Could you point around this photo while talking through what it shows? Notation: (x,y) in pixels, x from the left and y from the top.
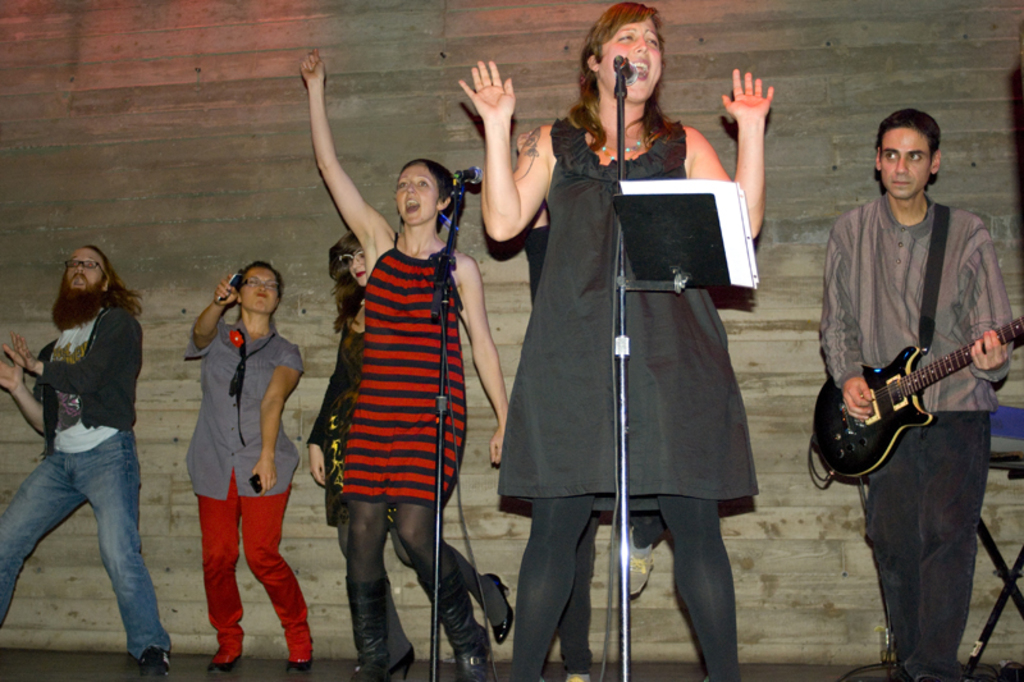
In this image there are few people (585,214) standing and dancing on the floor (108,660). In the right side of the image (915,169) a man (945,650) is standing holding a guitar (882,410) in his hands (986,335) and playing the music. In the left side of the image (1,571) a man (2,584) is dancing on the floor (190,662). In the middle of the image (386,246) two women (630,61) are singing with a mic (623,169). In the background (552,77) there is a wall (296,151).
